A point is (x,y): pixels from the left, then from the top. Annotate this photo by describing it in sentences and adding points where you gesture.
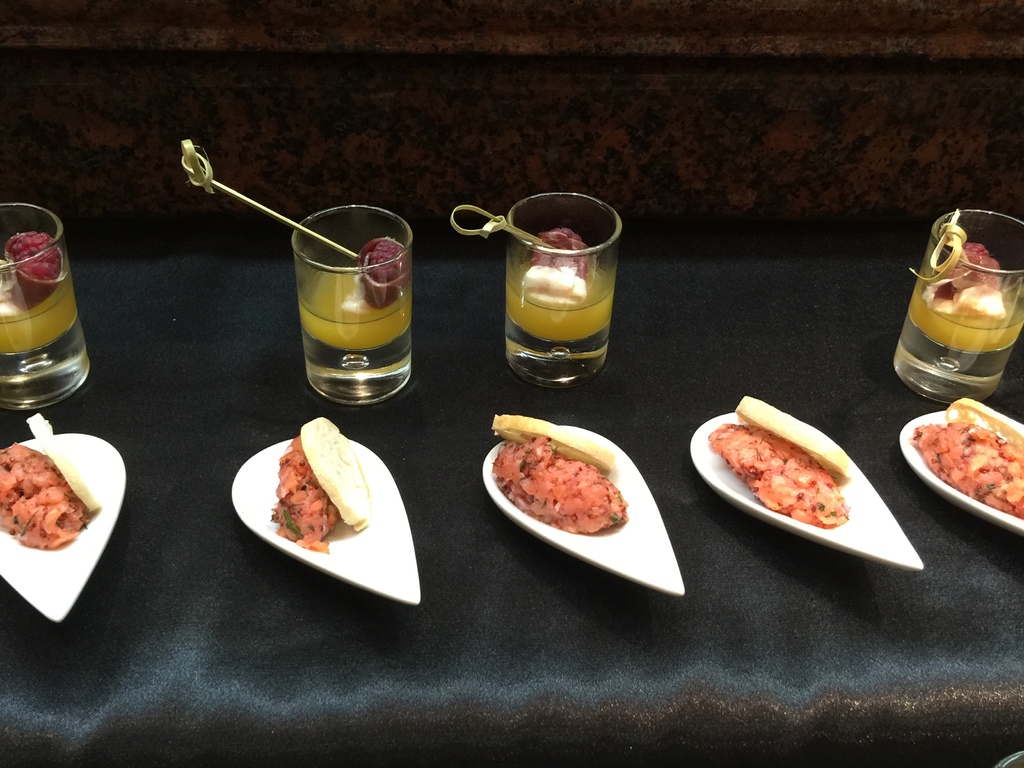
In the picture we can see a black color bench (700,494) on it, we can see four glasses of drink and a fruit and near to it, we can see five small plates (373,570) with some salmon (967,468) and bread slices (1023,428) on each one of them.
